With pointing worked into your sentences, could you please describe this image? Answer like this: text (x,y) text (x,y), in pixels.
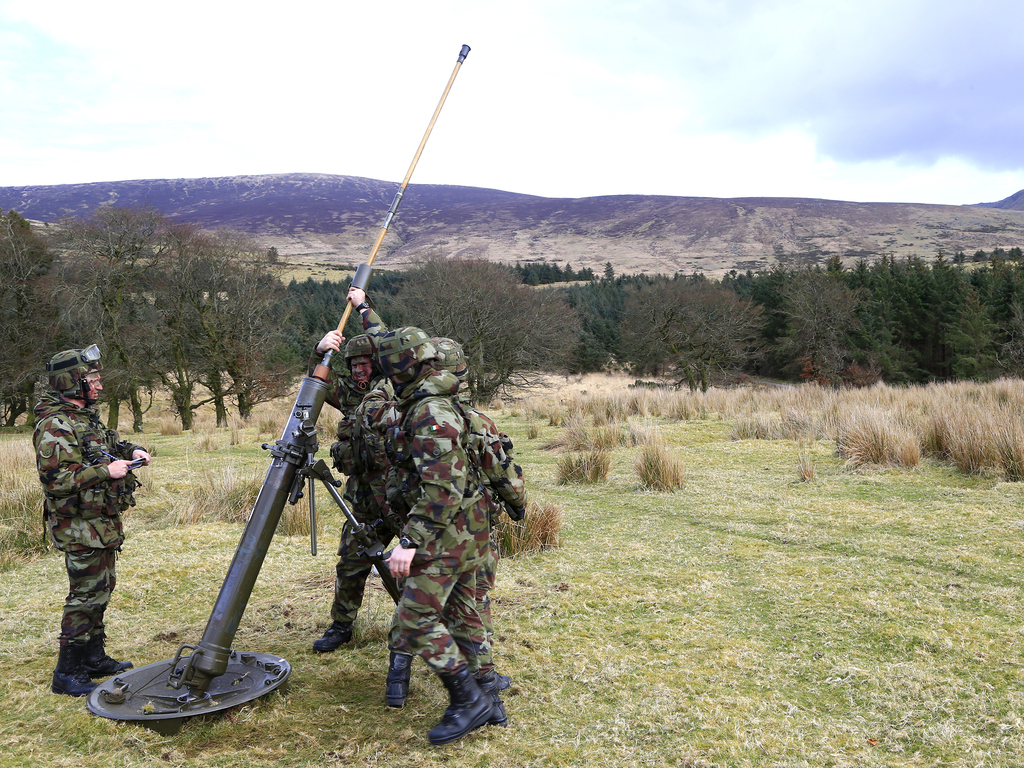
In this image, on the left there is a man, he wears a shirt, trouser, shoes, bag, he is holding a device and there are three men (432,488). At the bottom (727,545) there are plants (676,473), grass (668,616). In the background (420,323) there are trees (181,321), hills (641,257), sky (666,113) and clouds (715,126).
